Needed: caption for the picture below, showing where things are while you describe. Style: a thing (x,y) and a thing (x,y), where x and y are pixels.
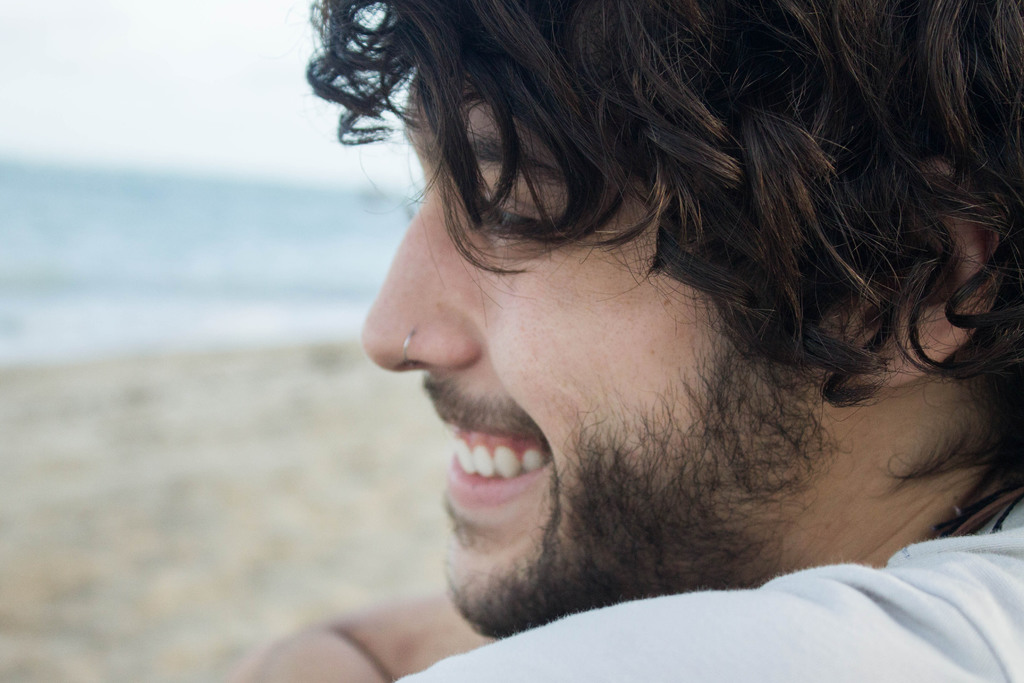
In this image there is a person (448,634) sitting at seashore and smiling.
